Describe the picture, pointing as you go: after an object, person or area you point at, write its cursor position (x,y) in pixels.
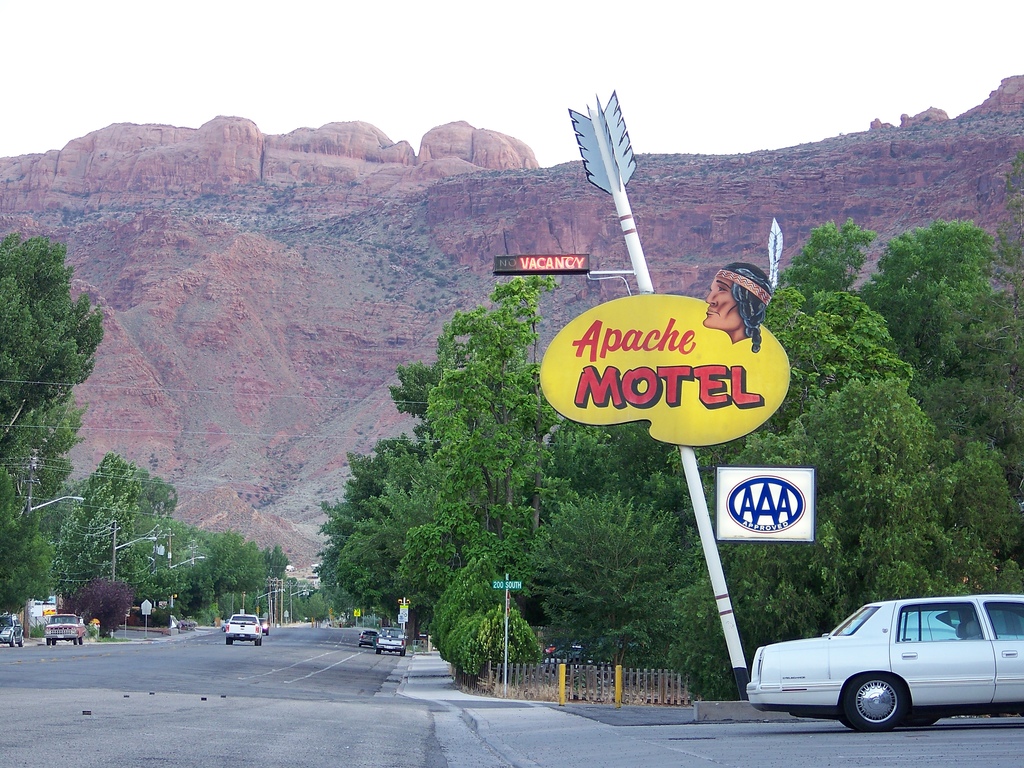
In this image we can see road (264,701) on which there are some vehicles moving there is a board (692,356) on which it is written as Apache motel, there are some trees (348,544) on left (168,495) and right side of the image (773,303) and in the background of the image (412,297) there is mountain (535,189) and clear sky (531,80).
